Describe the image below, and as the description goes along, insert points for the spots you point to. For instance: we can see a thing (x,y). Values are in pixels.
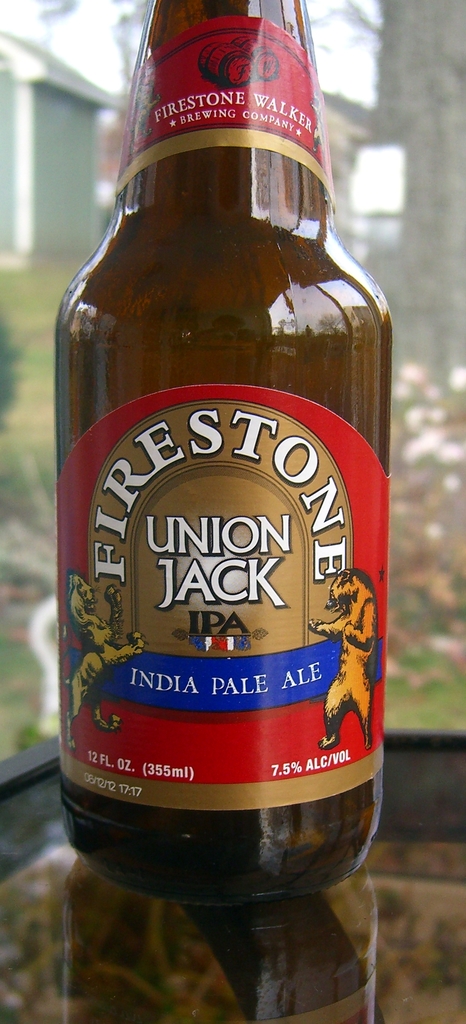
In this picture we can see a bottle (340,472) with stickers (212,590) to it and in background (47,159) we can see house (46,188), trees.
